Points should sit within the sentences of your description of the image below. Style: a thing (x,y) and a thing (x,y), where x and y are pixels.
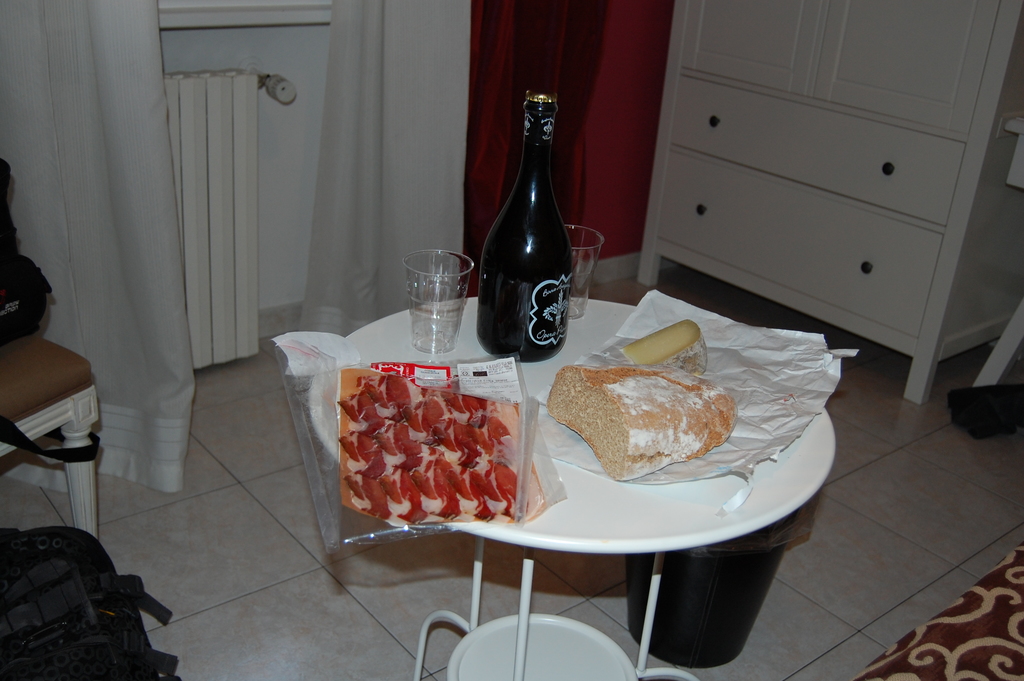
As we can see in the image, there is a stool (367,336) over here. On stool (562,616) there is a bottle (527,273), covers (527,430) and glasses (461,326) and there are white and red color curtains (466,172). The floor (260,446) is in white color.
